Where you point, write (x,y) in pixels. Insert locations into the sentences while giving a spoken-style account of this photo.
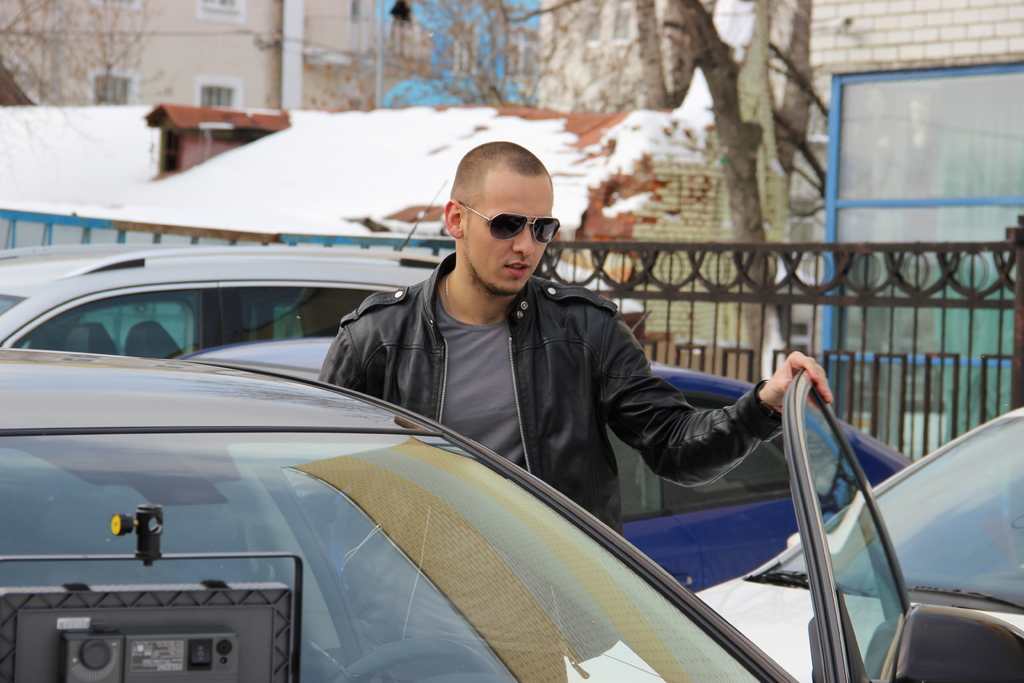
This is the man (548,364) standing. He wore a jacket (541,380), T-shirt (495,352) and goggles (496,238). These are the cars (305,375), which are parked. This looks like an iron gate (859,324). I can see the buildings (914,48) with windows (233,91). This looks like a tree trunk (755,90).
